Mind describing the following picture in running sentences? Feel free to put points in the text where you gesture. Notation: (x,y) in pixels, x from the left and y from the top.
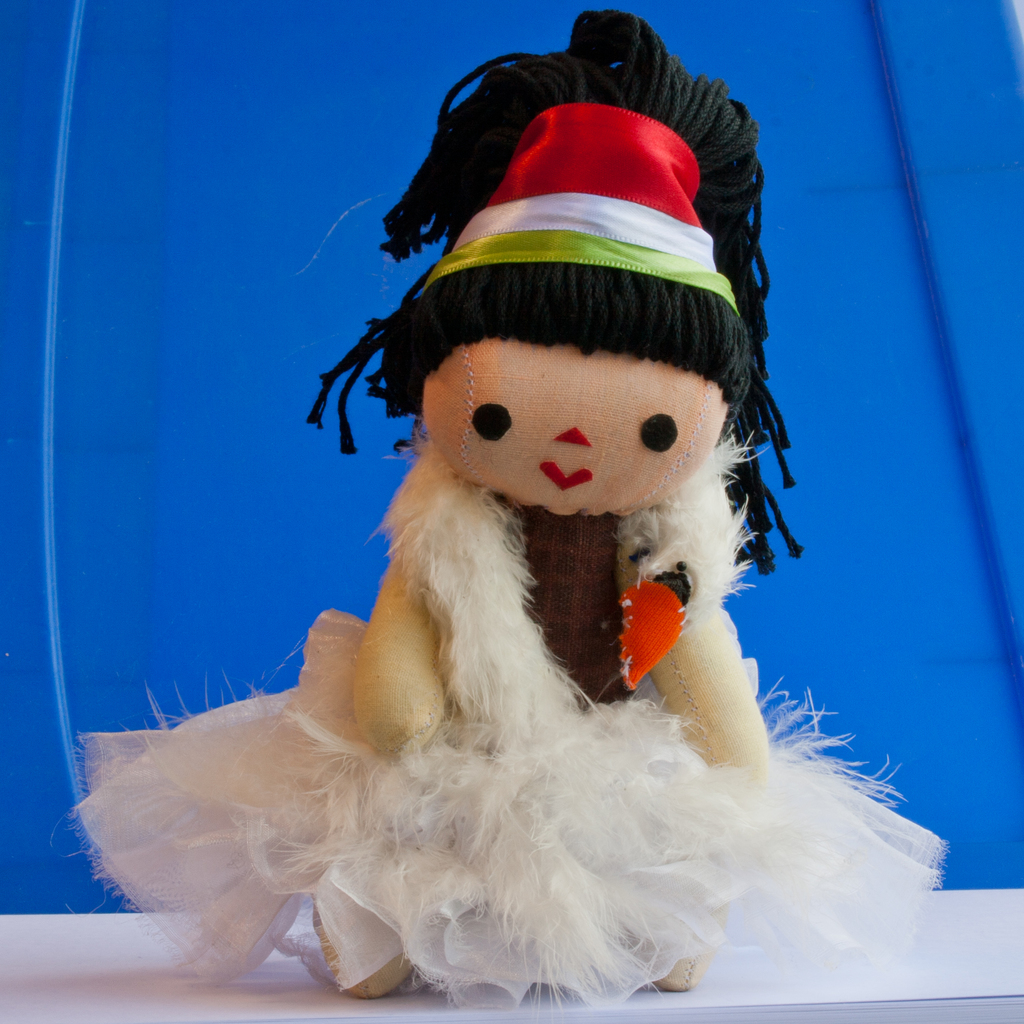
The picture consists of a doll (498,772) on a white table (235,1007). In the background (175,276) there is a blue color object (924,361).
